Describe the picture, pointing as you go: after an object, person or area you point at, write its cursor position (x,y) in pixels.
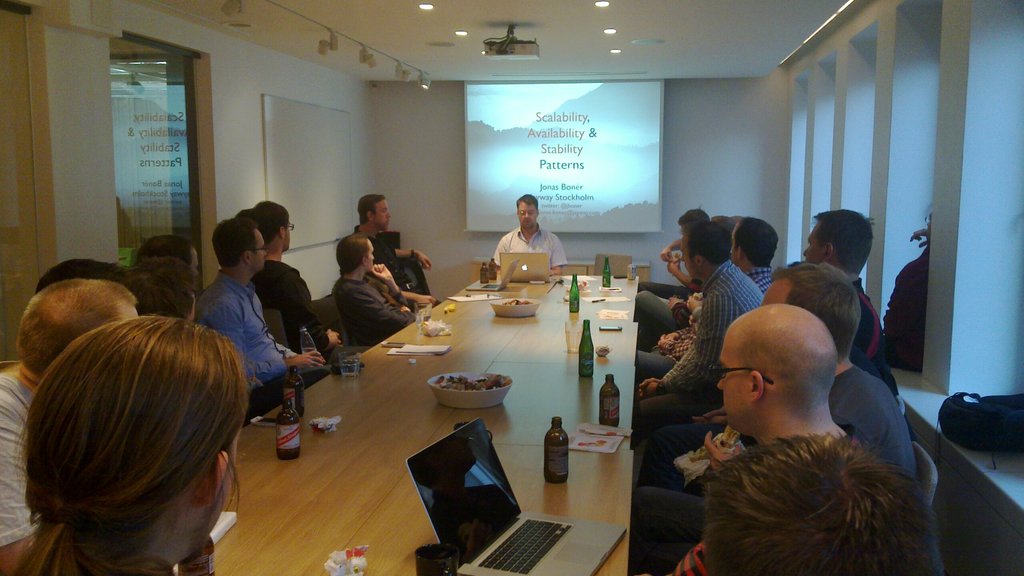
In this image we can see there are persons (719,292) sitting on the chair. And there is a table (410,387), on the table (497,342) there are laptops (494,461), bottle (572,298), paper (432,346), cup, bowl (476,393) and some food items (471,377). And at the back (482,200) there is a wallboard (311,148) and a screen (587,179). At the top (591,4) there is a ceiling (470,58) with projector (515,58) and lights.
